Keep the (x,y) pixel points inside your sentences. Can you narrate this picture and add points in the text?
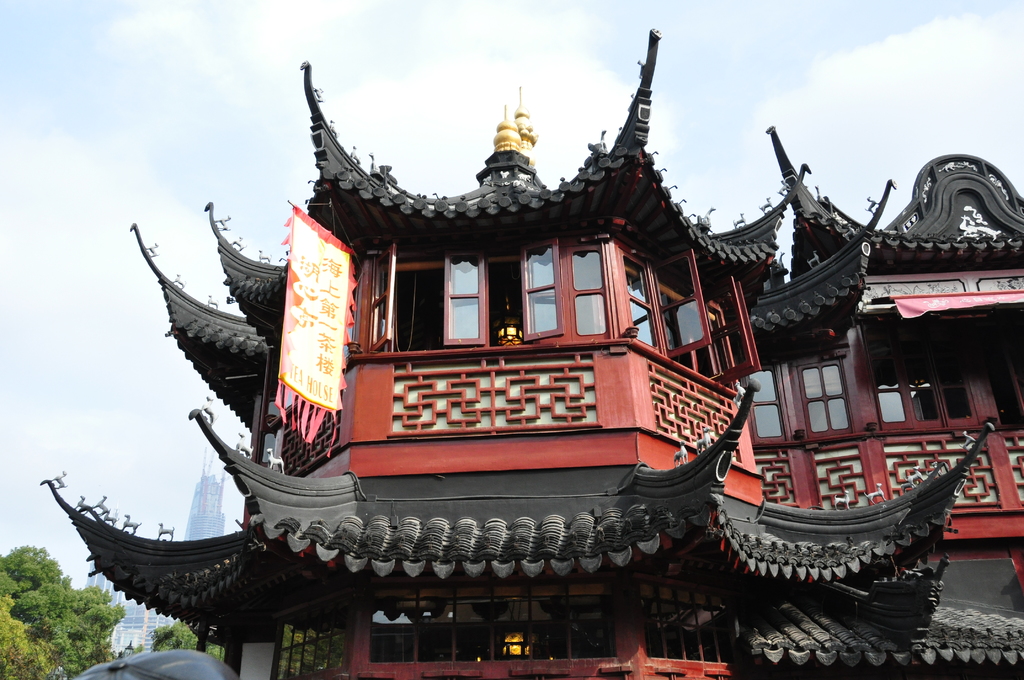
In this image, we can see a building (491,300) and a flag (336,273) which is hanging on the building (361,313) and the dome (517,148) is golden in color. We can see the sky (287,97) and some trees (173,644).
